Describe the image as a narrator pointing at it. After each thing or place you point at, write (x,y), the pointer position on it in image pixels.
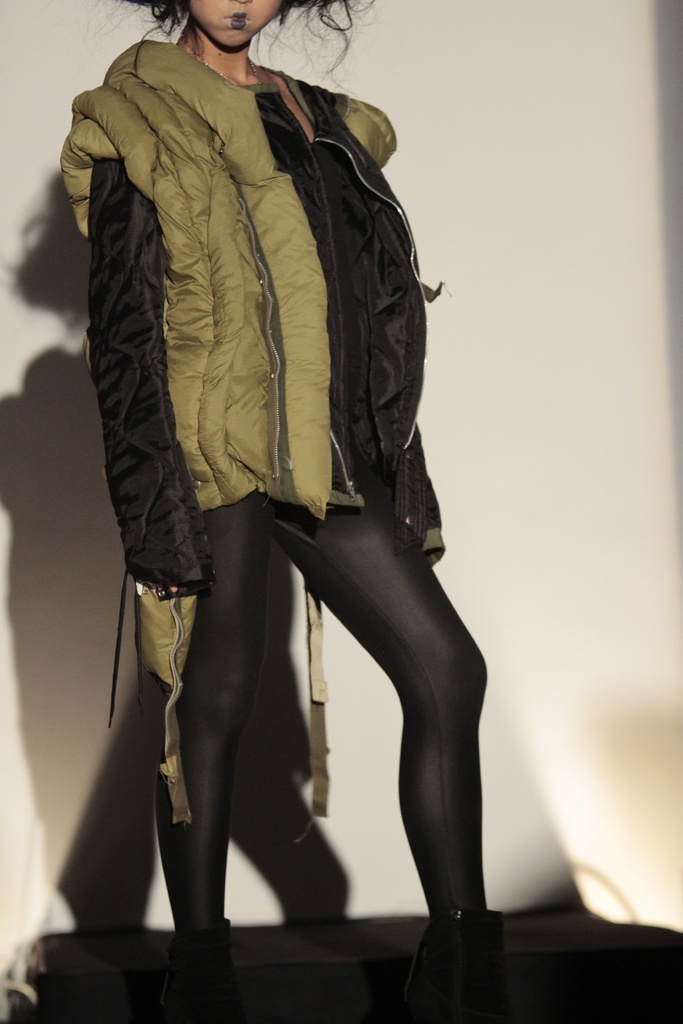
In this image I can see a person (179,391) is wearing black and green color dress (248,523). Back I can see a white background (519,192).
